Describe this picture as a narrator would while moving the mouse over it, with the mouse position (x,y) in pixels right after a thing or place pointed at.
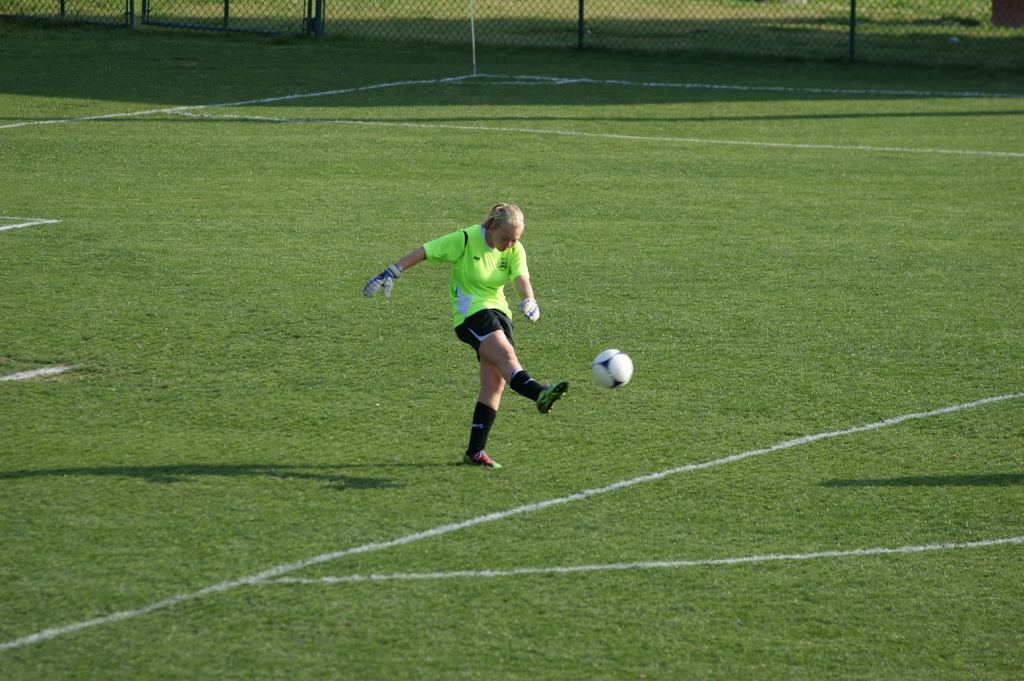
A woman football player (473,281) kicked the ball (595,374). She is standing in a field (572,233).
